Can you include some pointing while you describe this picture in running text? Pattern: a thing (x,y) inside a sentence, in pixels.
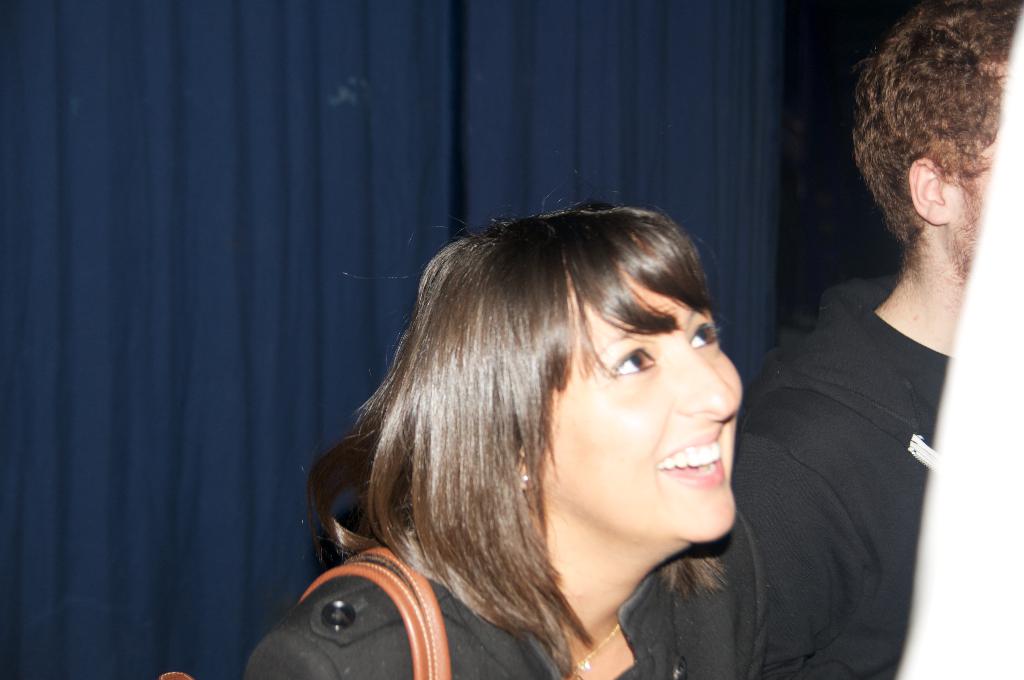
In the picture I can see a woman (697,539) in the middle of the image (492,297) and there is a smile on her face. She is carrying a bag (390,546). I can see a man (814,418) on the right side (880,135), though his face (974,205) is not visible. In the background (194,317), I can see the curtain (472,147).
